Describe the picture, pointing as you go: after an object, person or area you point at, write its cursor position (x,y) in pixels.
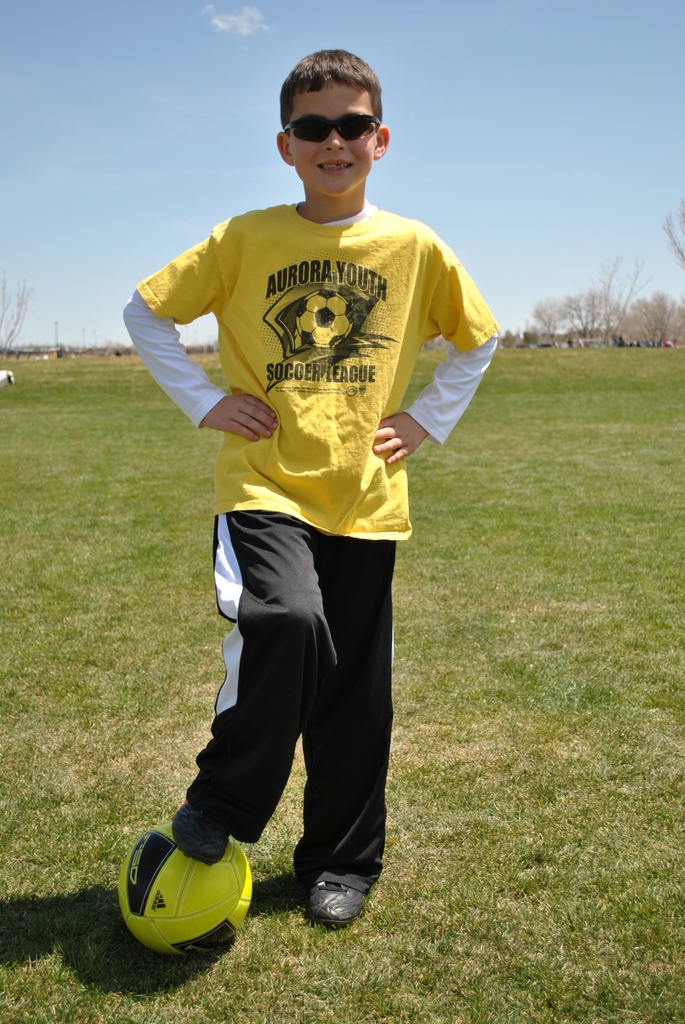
This picture is taken in the garden (575,592), There is a grass (486,526) on the ground (511,549) which is in green color, In the middle (332,523) there is a boy (332,683) standing and he is putting his right leg (212,793) on the football (184,889) which is in yellow color, In the background (55,71) there is a blue color sky (401,47).
